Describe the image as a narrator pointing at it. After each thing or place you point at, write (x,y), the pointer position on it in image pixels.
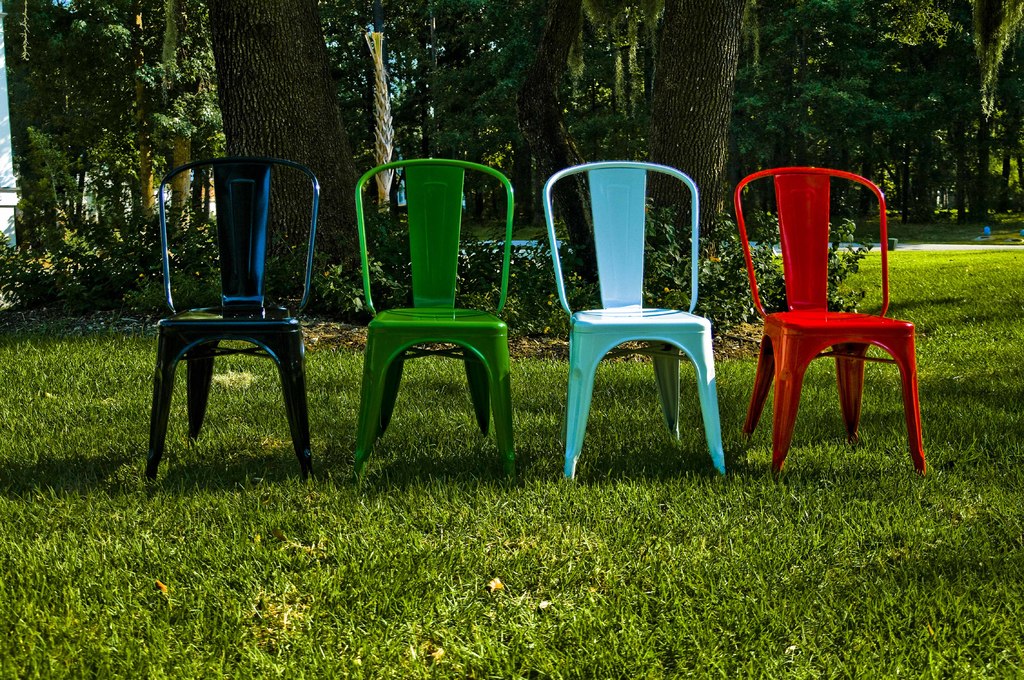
In this picture we can see four chairs (427,353) in the grass (646,404). Those are in different colors like black, green, blue, and red. And on the background (733,103) there are trees (819,52).
